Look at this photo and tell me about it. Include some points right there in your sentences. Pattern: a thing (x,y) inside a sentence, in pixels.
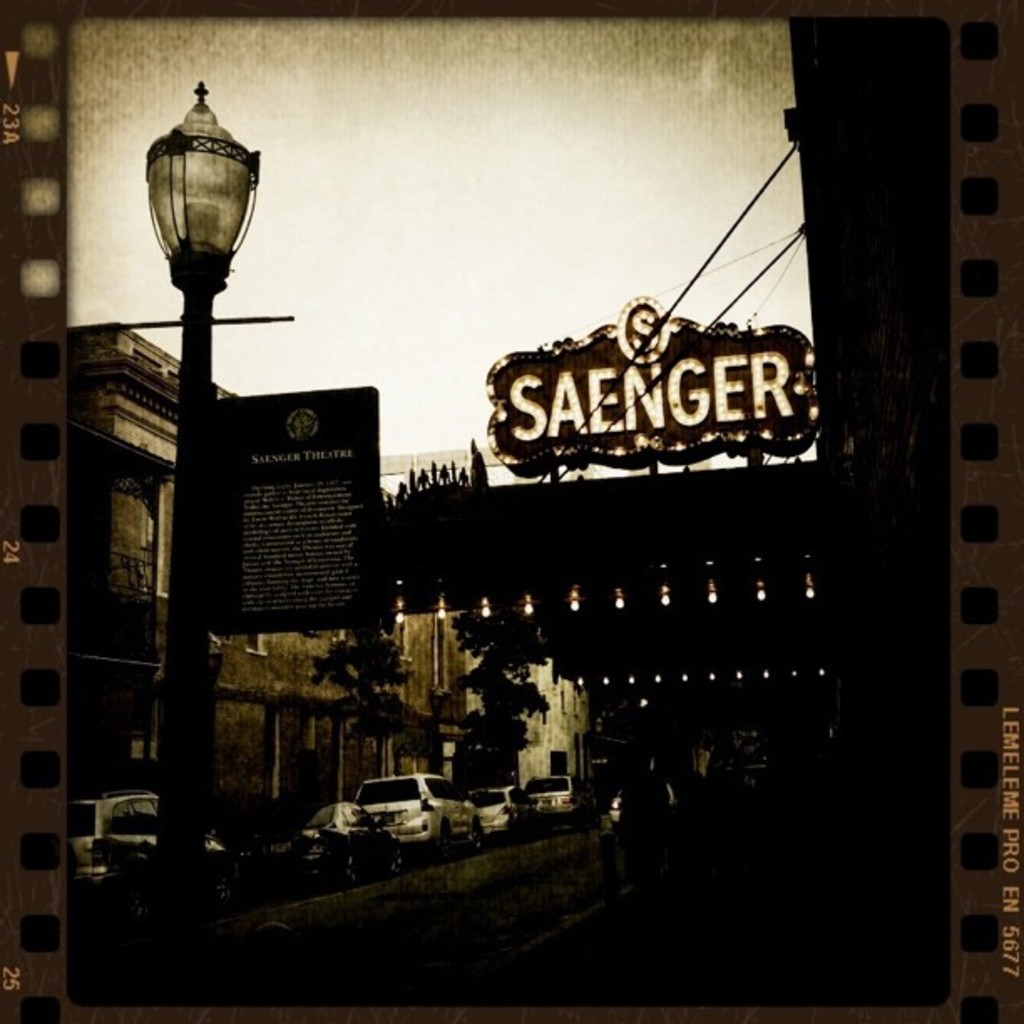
In this picture we can see few vehicles (331,874), buildings (415,757), trees (393,652), pole (187,839) and lights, on the right side of the image (1014,762) we can see some text (1019,748).
